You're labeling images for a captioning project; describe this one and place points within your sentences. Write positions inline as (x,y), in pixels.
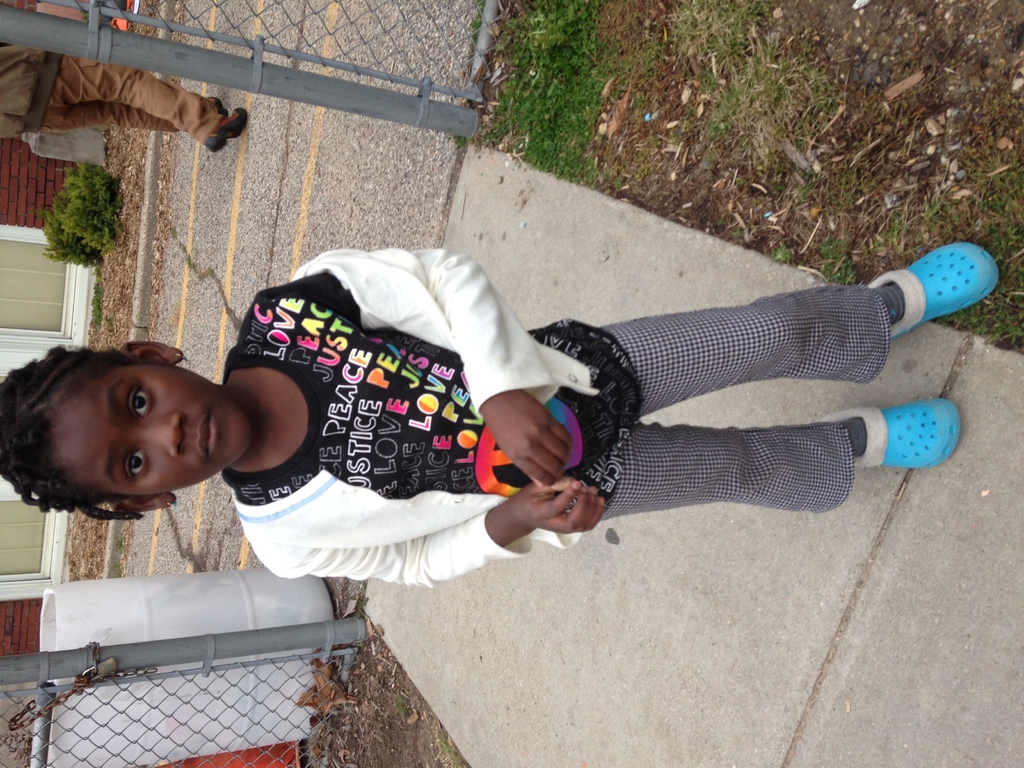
In the image we can see a girl (405,479) standing, wearing clothes (338,436) and shoes (915,431). This is a footpath (741,260), fence (326,29), soil (910,137), grass (708,51), plant (84,217), container (172,613) and a brick wall (25,189). Behind her there is a person (86,101) walking.
